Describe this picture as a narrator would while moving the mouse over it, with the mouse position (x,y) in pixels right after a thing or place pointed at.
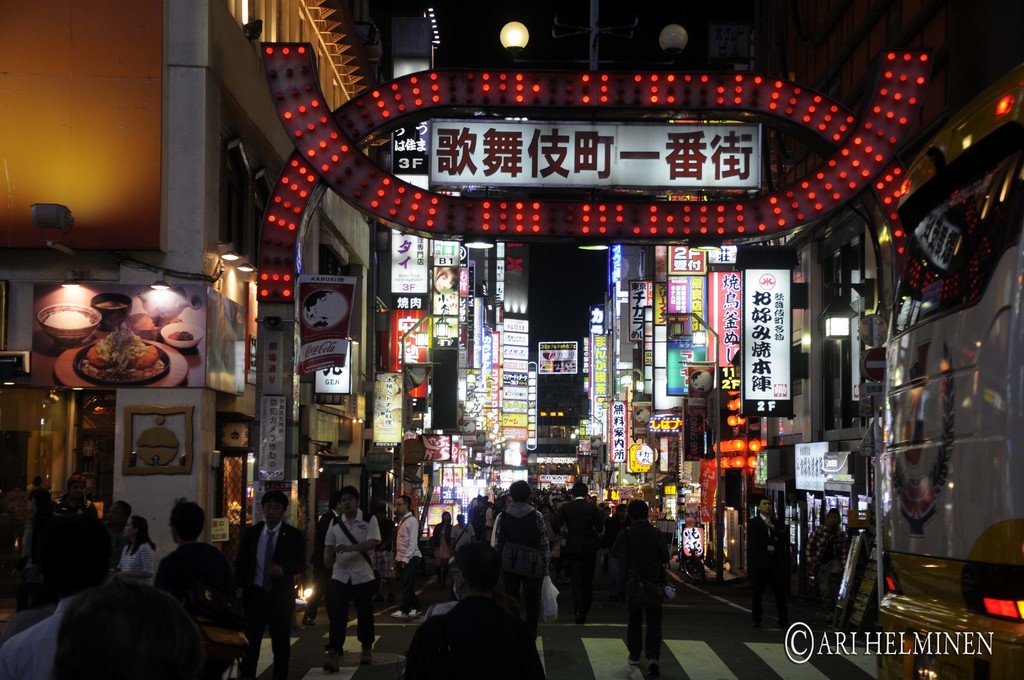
In this picture I can see group of people (124,660) standing, there is a vehicle (993,523), there are buildings (518,316), there are boards (283,429), lights (899,51) and there is a watermark (883,641) on the image.
